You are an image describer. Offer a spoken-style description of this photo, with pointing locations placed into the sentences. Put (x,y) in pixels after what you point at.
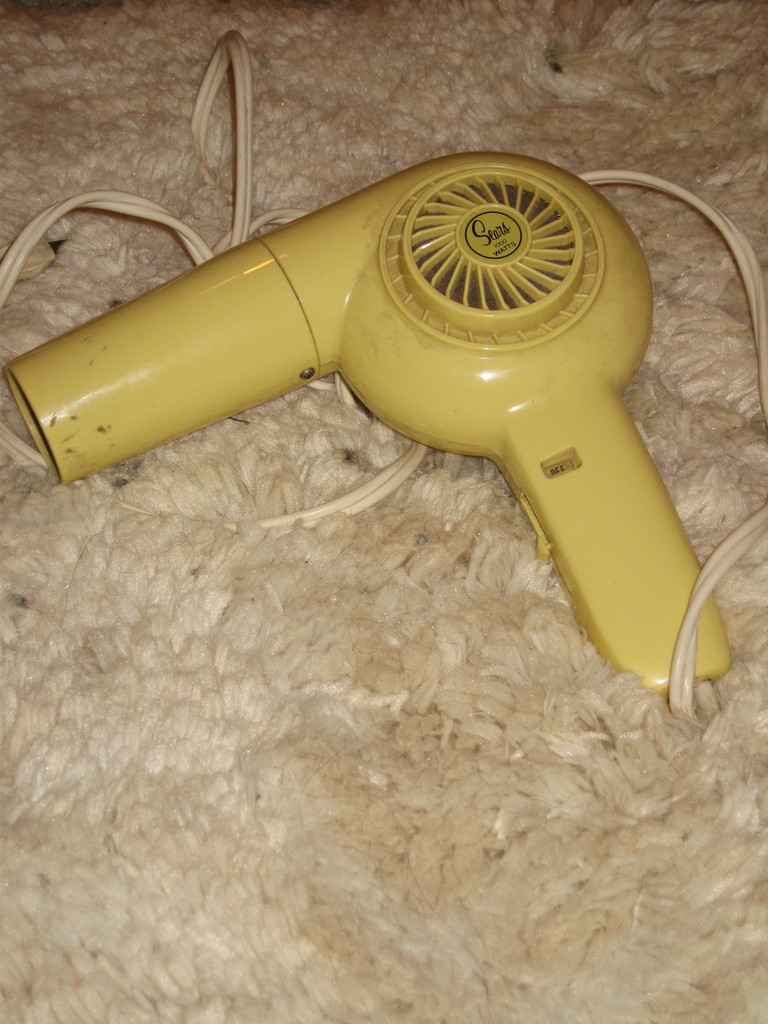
In the picture we can see a mat (496,891) on it, we can see a hair dryer machine (194,400) with a wire (78,201) which is white in color and the machine (215,351) is yellow in color.
